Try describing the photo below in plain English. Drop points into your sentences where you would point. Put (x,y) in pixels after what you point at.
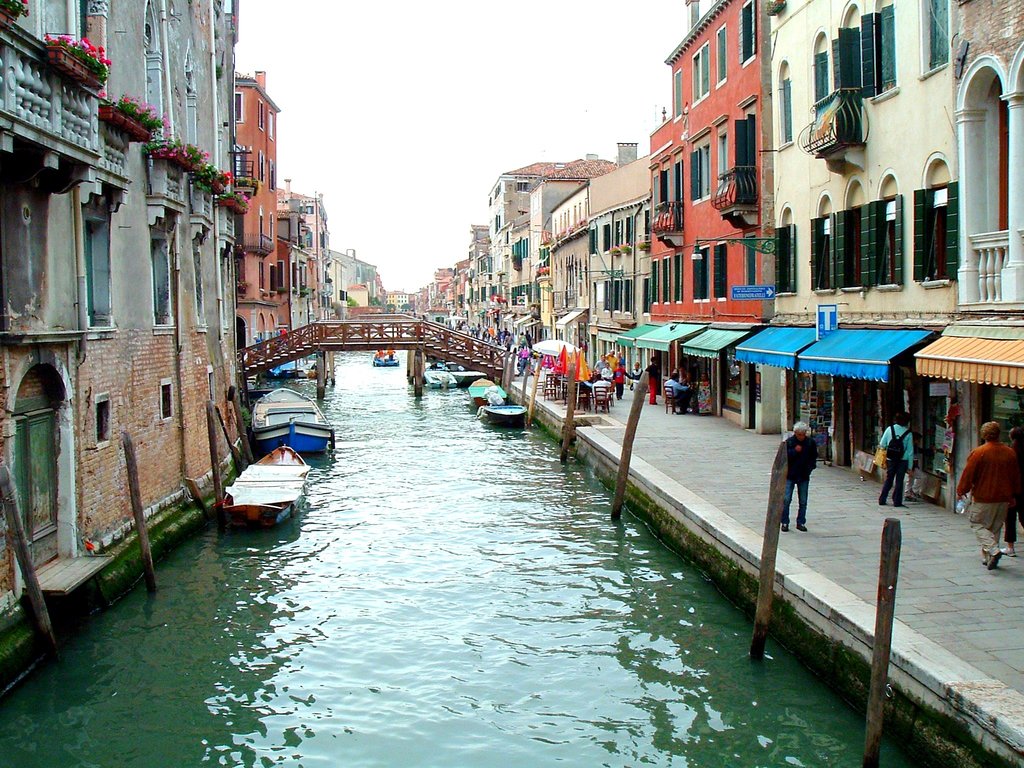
On the left side (297,449), there are boats (295,377) on the water (460,436). Beside this water (329,469), there are buildings (241,308) which are having windows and there is a bridge (268,346) built on the water (476,591). On the right side (948,510), there are poles (572,392), a road (940,668) on which there are persons (980,527) and there are buildings (977,168) which are having windows (948,250) and there is sky (361,94).
